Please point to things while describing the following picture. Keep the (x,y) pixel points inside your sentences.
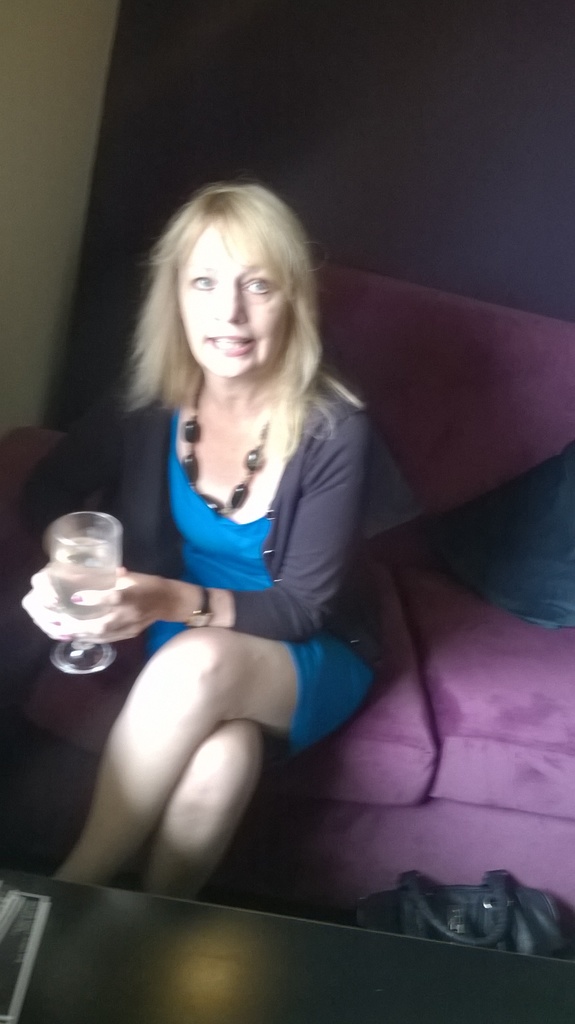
This picture is taken inside the room (486,277). Woman (262,322) in blue and black dress (296,565) is sitting on sofa (372,752). She is wearing watch (210,593) on her hands (126,598) and she is holding a glass (81,584) containing some liquid (74,558) in her hands (95,628). I think she is talking. Behind her, we see a sheet (434,216) which is dark blue in color and beside her, we see a black bag (421,884). In front of her, we see table (177,988).
